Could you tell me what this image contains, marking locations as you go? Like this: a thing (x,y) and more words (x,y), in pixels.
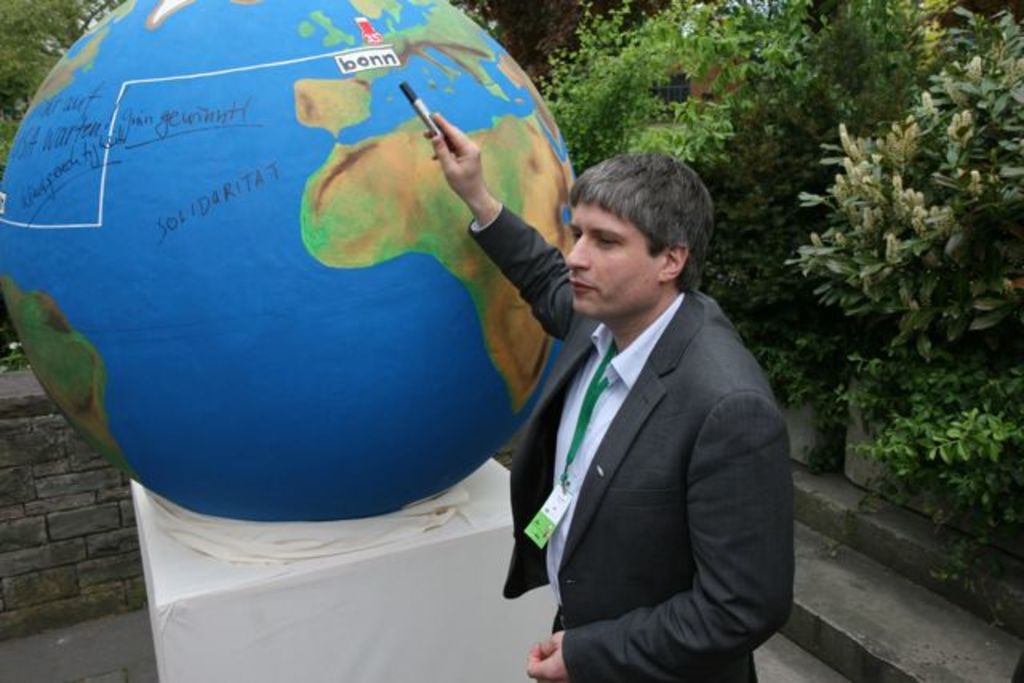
As we can see in the image there are trees (60,45), globe (244,170), brick wall (67,467), a man (616,439) wearing black color jacket (659,447) and holding marker (423,108).
